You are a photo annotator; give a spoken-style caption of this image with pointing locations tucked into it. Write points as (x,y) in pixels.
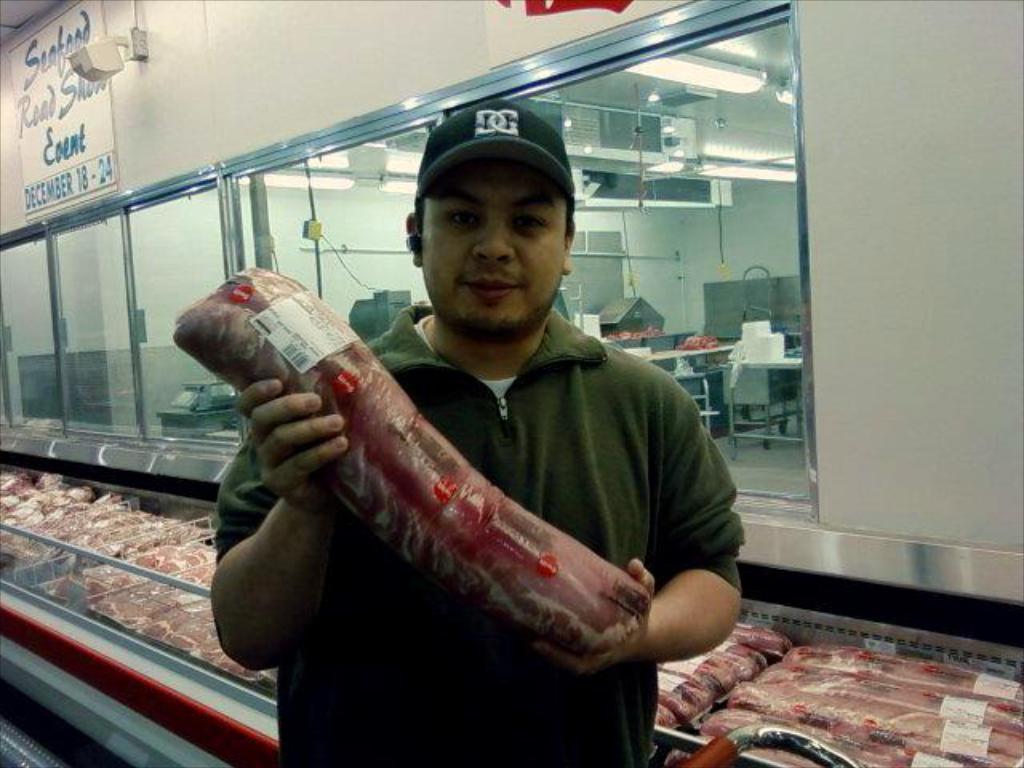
In this picture we can see a man (441,189) wore a cap (478,158), holding a packet (259,280) with his hands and at the back of him we can see packets (136,517), glass windows (621,321), posters (67,45), lights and some objects (663,354).
